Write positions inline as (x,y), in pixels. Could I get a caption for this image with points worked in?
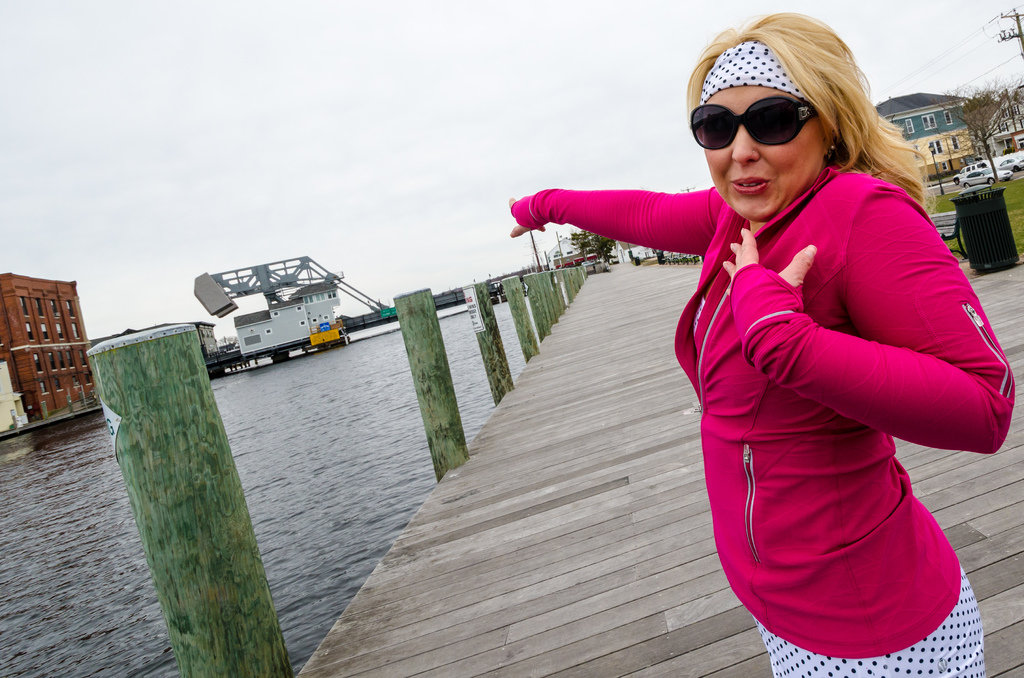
In this image we can see a woman (798,397) standing and wearing a pink color jacket (721,314), there is a bridge (294,329) on the water (319,355), there are some buildings (256,313), trees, poles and vehicles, in the background (173,312) we can see the sky (487,131).
